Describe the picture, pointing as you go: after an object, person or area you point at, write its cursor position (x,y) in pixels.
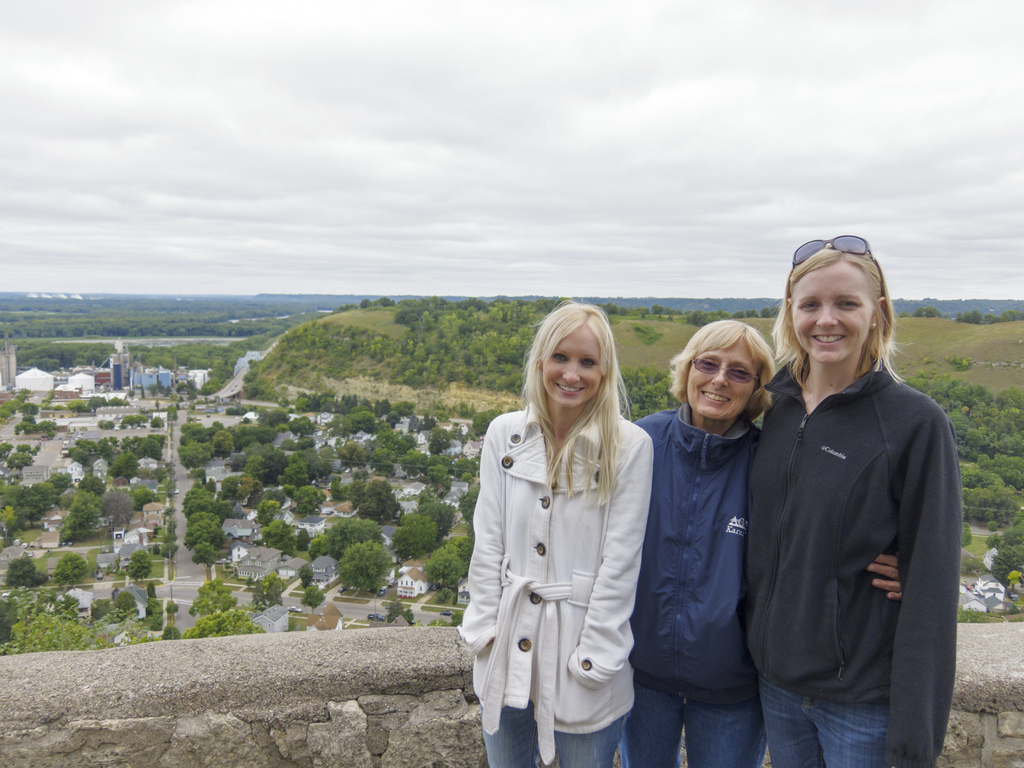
In this picture there are three women (767,369) standing and smiling and we can see wall (350,669). In the background of the image (379,596) we can see trees (140,317), buildings (91,415), road (172,592) and sky (344,88) with clouds (496,97).
